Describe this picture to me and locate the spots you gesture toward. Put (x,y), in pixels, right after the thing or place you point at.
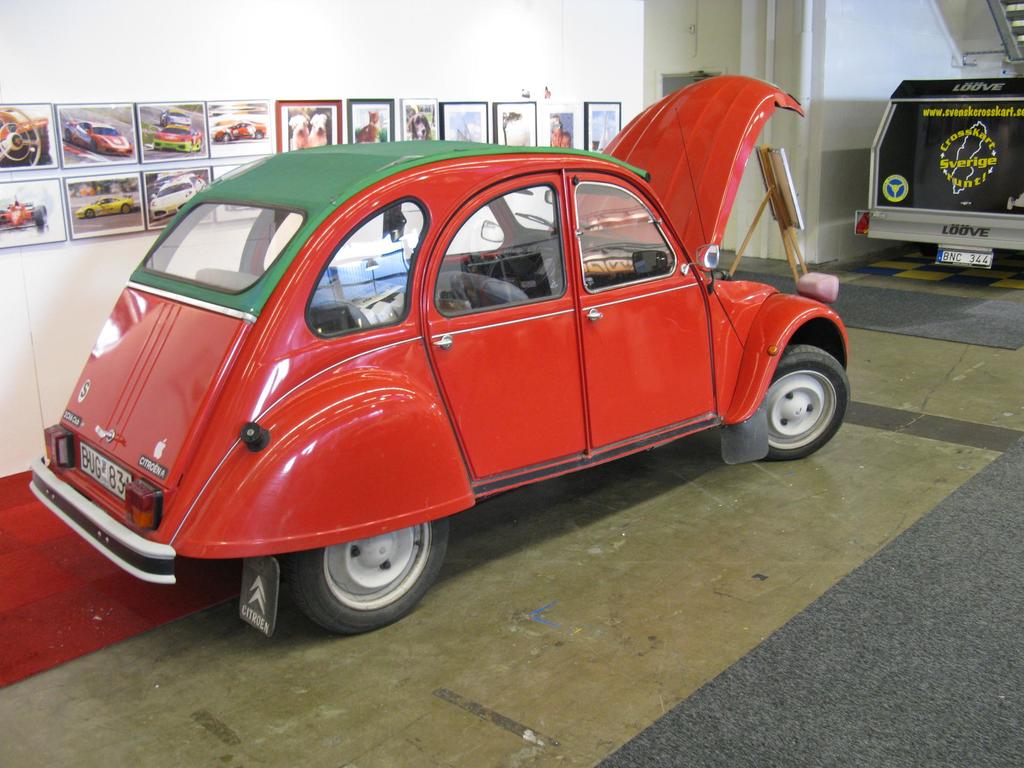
In the image there is a red car (495,424) on the floor (646,525) and behind it there are photographs (215,122) on the wall (495,85) followed by door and another vehicle (965,154).
